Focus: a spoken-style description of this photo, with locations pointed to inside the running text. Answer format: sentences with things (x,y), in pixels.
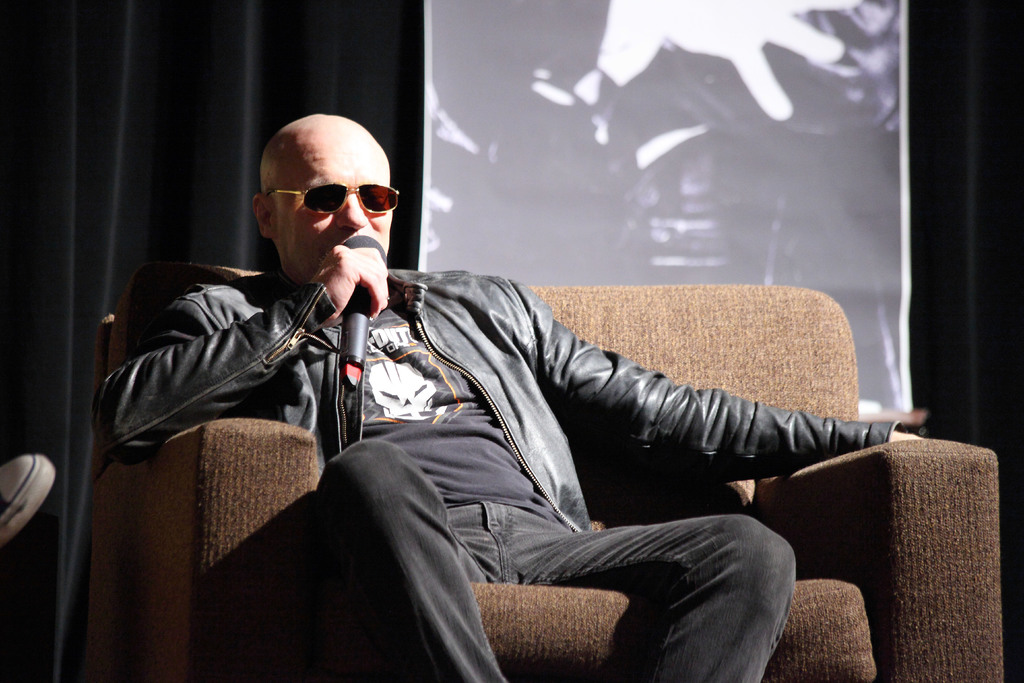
A person (542,461) is sitting on a chair (246,427), wore a jacket (561,369), goggles (318,189) and holding a mic (370,297). Background (239,72) there is a black curtain (324,76) and screen (606,131).
